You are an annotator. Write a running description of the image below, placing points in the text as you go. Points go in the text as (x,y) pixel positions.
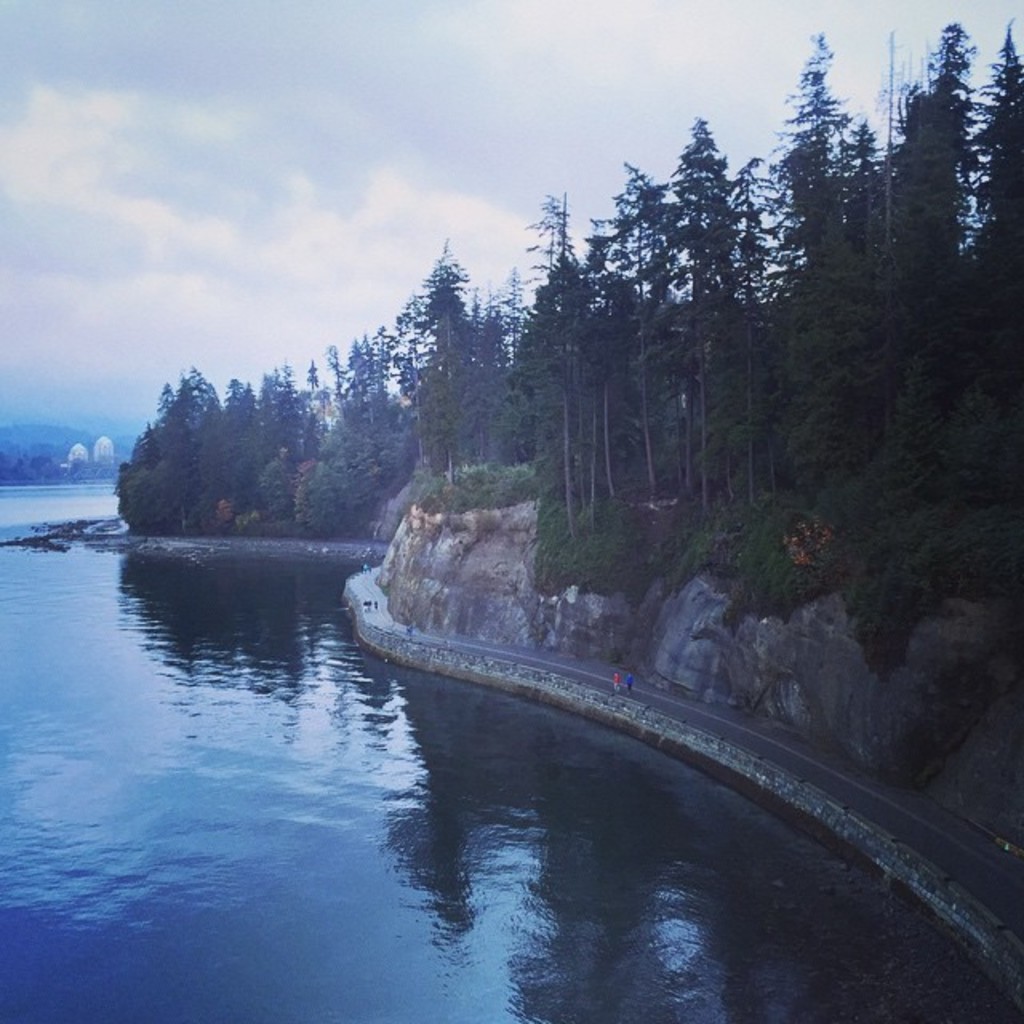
In this image, in the middle (416,677) there are trees (505,452), water (381,749), waves (419,744), road (365,582), people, grass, stones (470,573), hills (58,456), sky (172,254) and clouds (217,280).
